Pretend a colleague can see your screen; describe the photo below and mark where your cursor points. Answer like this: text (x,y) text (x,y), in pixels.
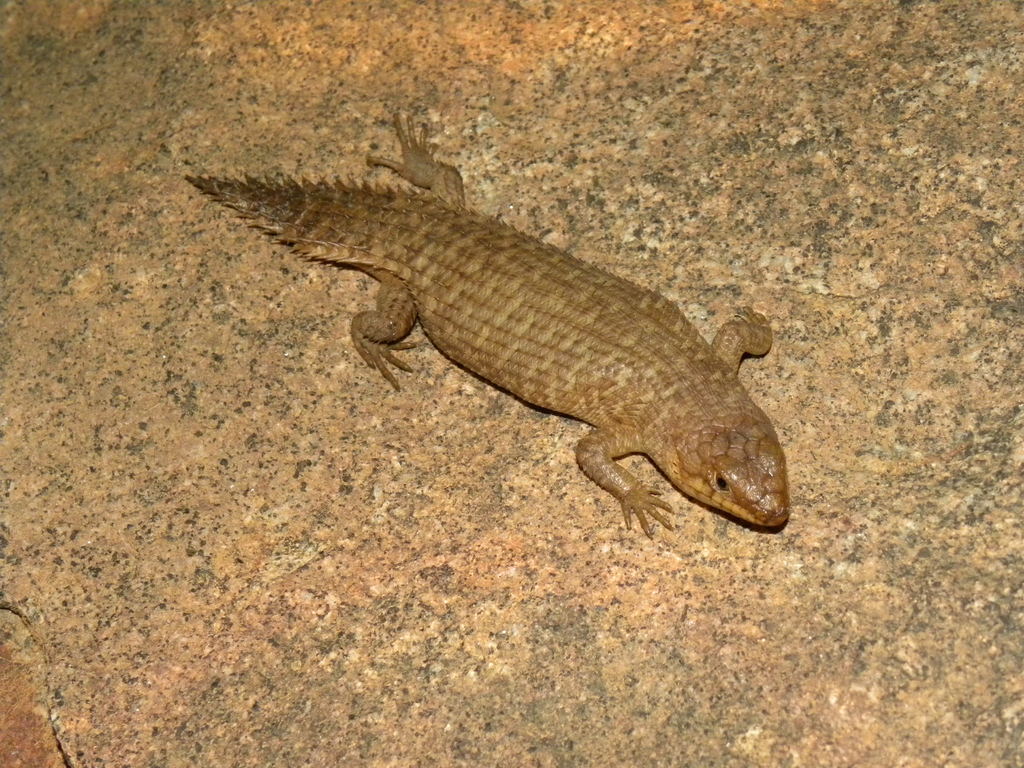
In this image, we can see a lizard (562,350) on the granite (458,388).
